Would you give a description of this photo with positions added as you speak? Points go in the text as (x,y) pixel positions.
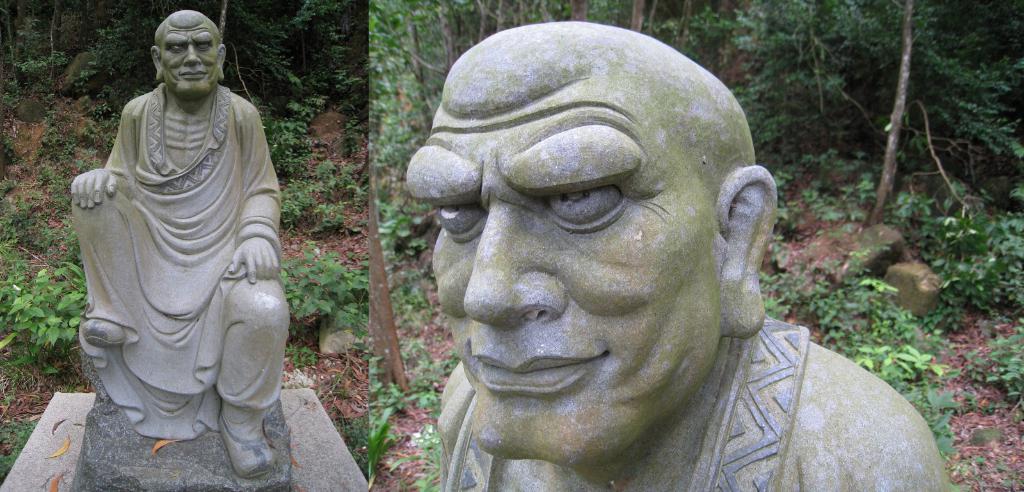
This picture is a collage of two images. In these two images I can observe statue of a human (198,266). In the background (72,344) I can observe some plants (48,279) and trees (404,38) in these two images.
